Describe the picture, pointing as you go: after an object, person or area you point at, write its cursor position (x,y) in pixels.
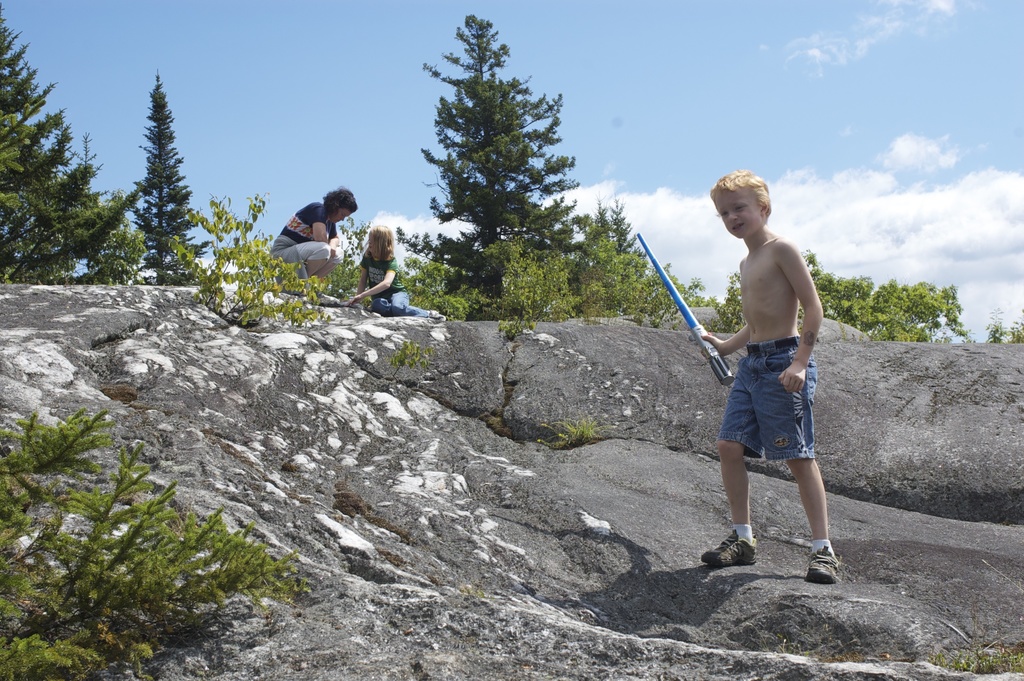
In this image there is a women (315,224) and two kids (386,285), one kid (730,344) is holding a stick (723,365) in his hand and standing on a rock (921,405) in the background (477,282) there are trees (111,258) and a sky (225,74).
